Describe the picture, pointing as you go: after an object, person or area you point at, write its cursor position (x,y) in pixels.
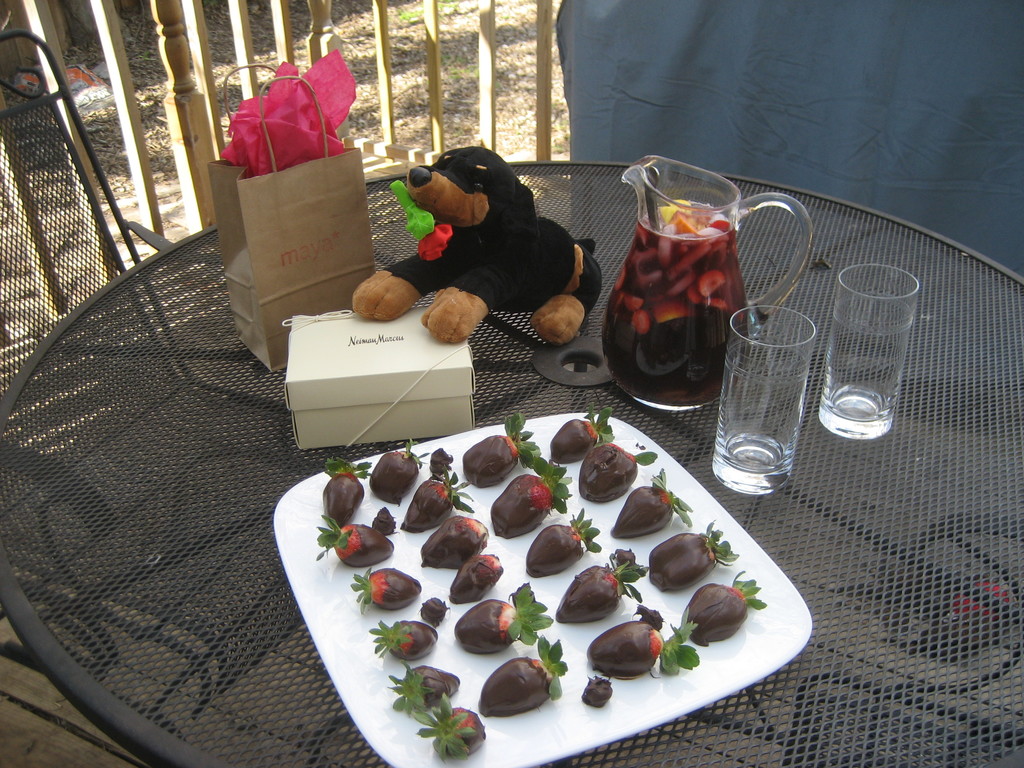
In the center (665,268) we can see table (952,331), on table (962,375) we can see some food items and glasses (762,383), mug (681,258), box (329,351), paper cover (306,224), cloth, dog doll (469,250). And back we can see chair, grass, sheet (878,111).
